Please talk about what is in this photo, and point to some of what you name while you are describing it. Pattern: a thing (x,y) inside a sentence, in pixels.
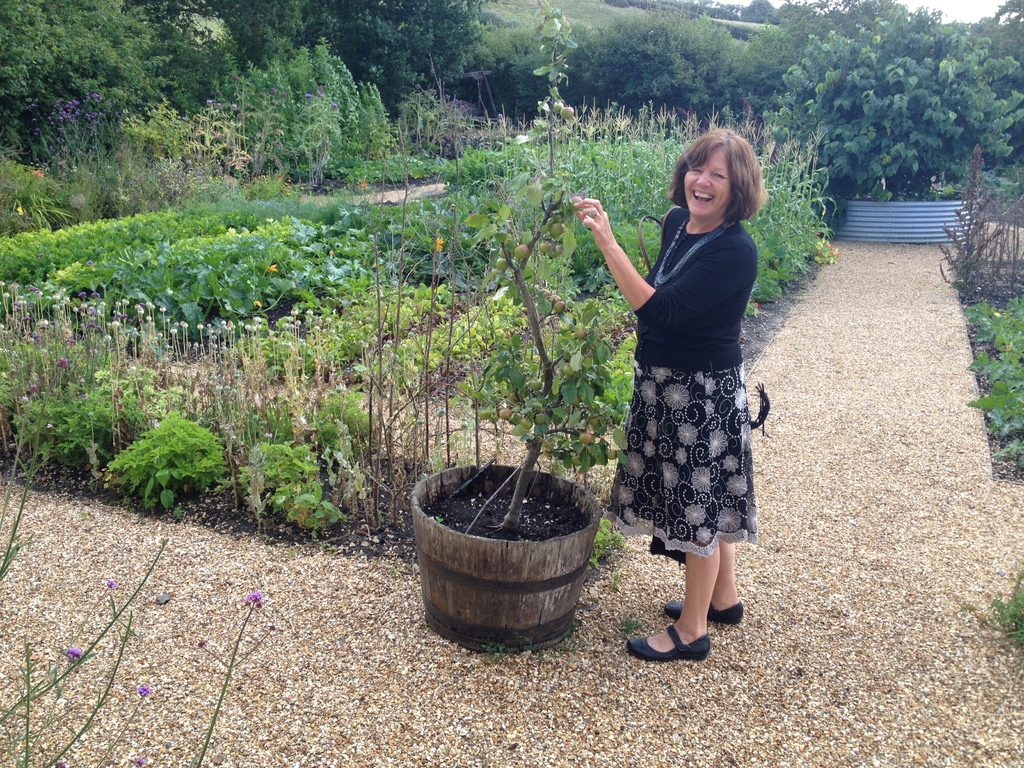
In this picture there is a woman (657,328) who is standing near to the plant (518,359). Beside her I can see farmland (369,285). On the right (865,214) I can see the iron sheet (865,214). In the background (483,90) I can see the mountain (724,21), trees (865,65), plants (921,64) and grass (506,2). At the top right corner (713,4) I can see the sky (956,4). In the bottom left corner (214,725) I can see some flowers (136,760) on the plant (114,598).
